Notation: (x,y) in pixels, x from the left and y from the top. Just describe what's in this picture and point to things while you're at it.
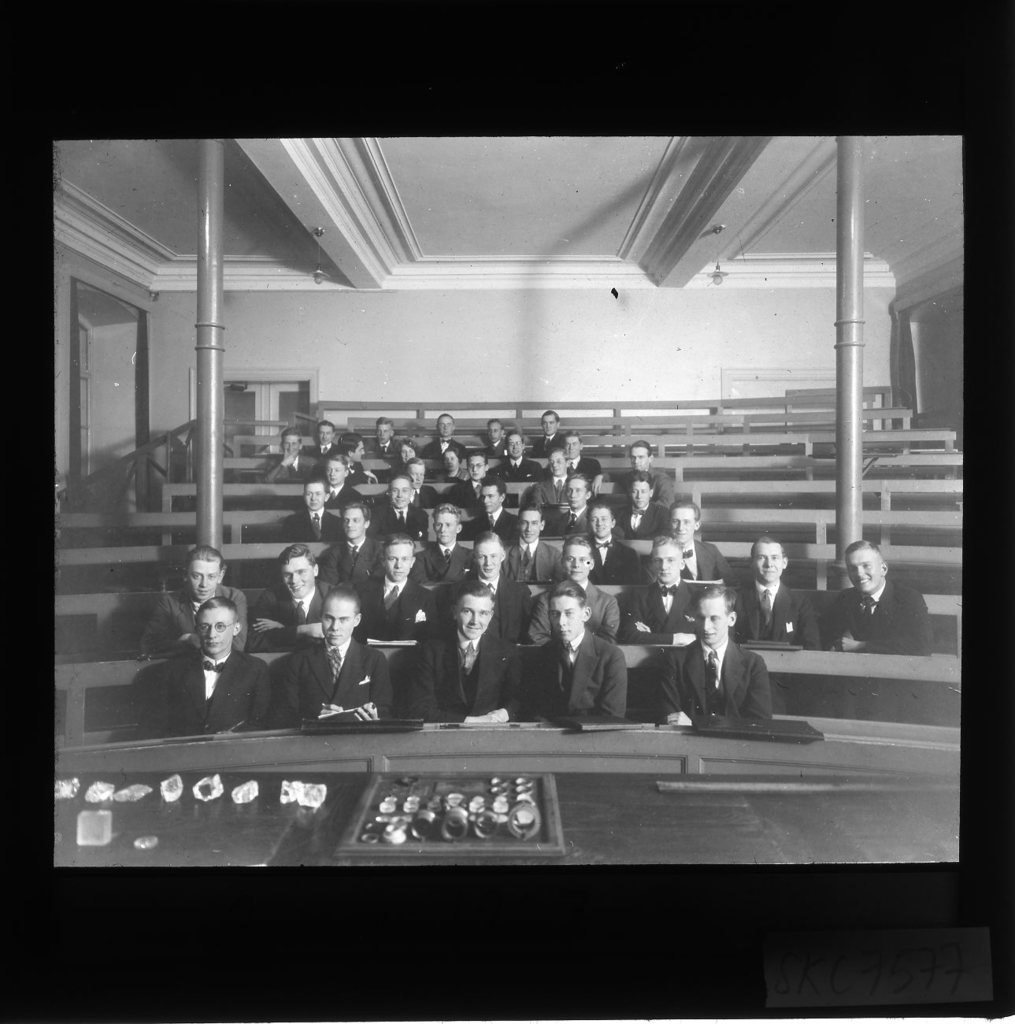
This is a black and white picture. At the top (685,157) we can see the ceiling (571,176) and the lights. In the background (620,339) we can see the wall (550,330) and the door (228,406). We can see the poles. In this picture we can see the people (333,709) in the same attire (881,600) and they all are sitting on the benches (877,662). At the bottom portion of the picture (101,812) we can see few objects (533,851). Borders (946,56) of the image are in black color. In the bottom right corner of the image (957,944) we can see there is something written.
